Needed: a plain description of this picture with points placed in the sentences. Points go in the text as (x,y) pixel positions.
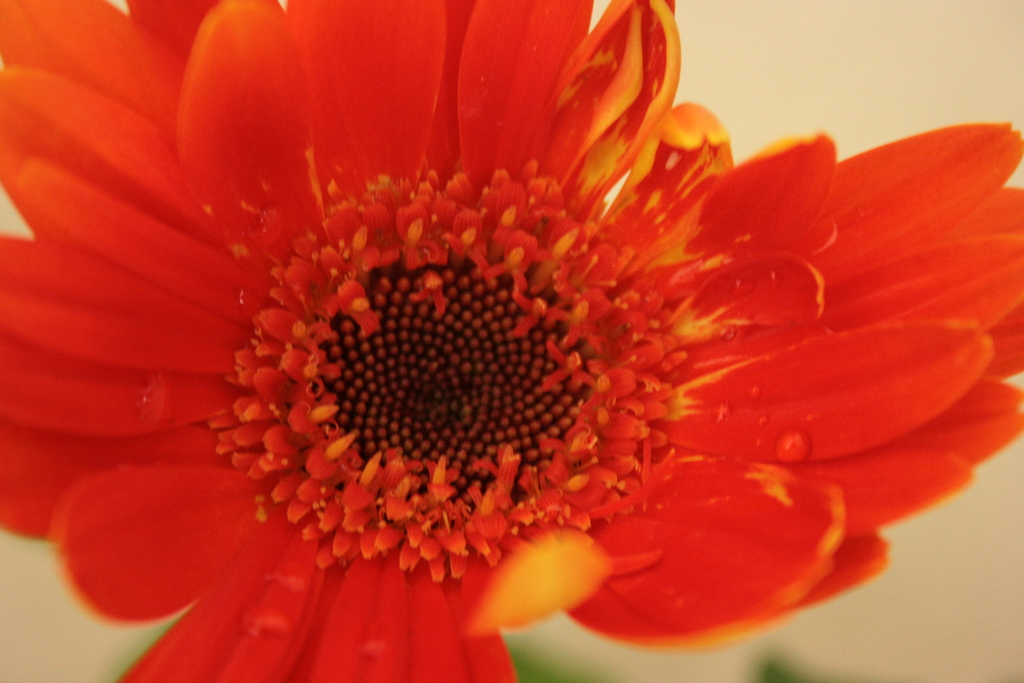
In the image in the center (647,279), we can see one flower (643,524), which is in red color.
